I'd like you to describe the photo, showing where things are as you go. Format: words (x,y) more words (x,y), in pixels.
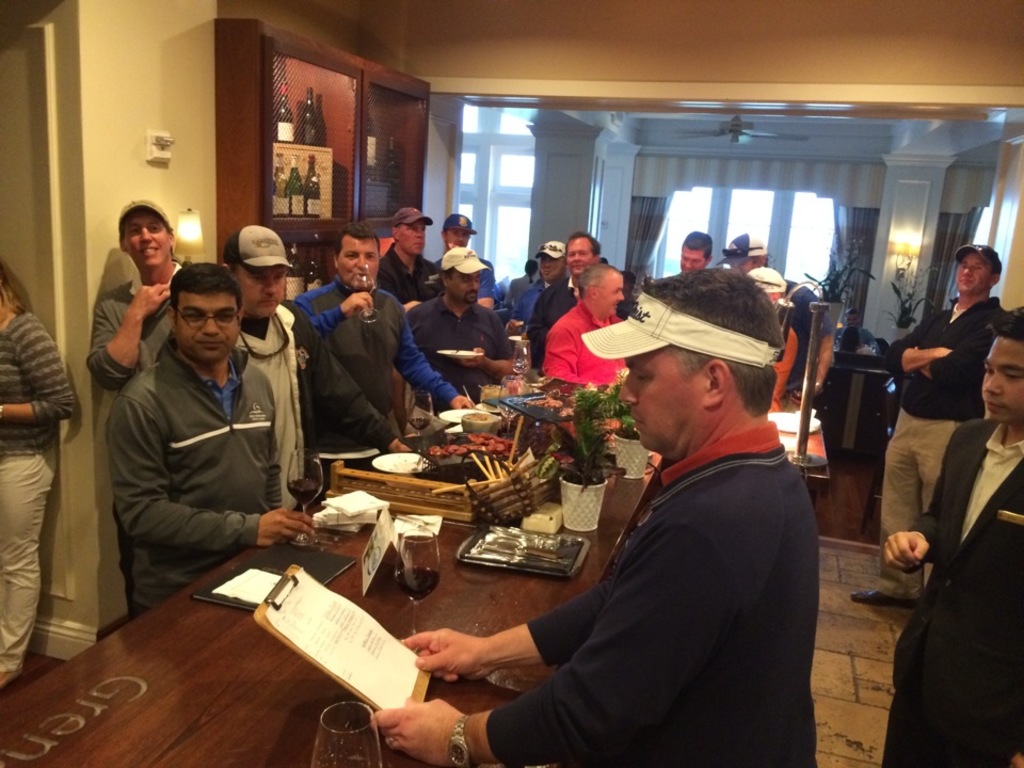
In this picture there is a group of people (666,459) who are standing. There is a glass (421,588), notepad (332,620), file (292,559), plate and few objects (444,462) on the table (451,429). There is a lamp (193,227). There are few bottles (315,188) in the cupboard (370,189). There is a flower pot (592,472) and fan (740,121).
